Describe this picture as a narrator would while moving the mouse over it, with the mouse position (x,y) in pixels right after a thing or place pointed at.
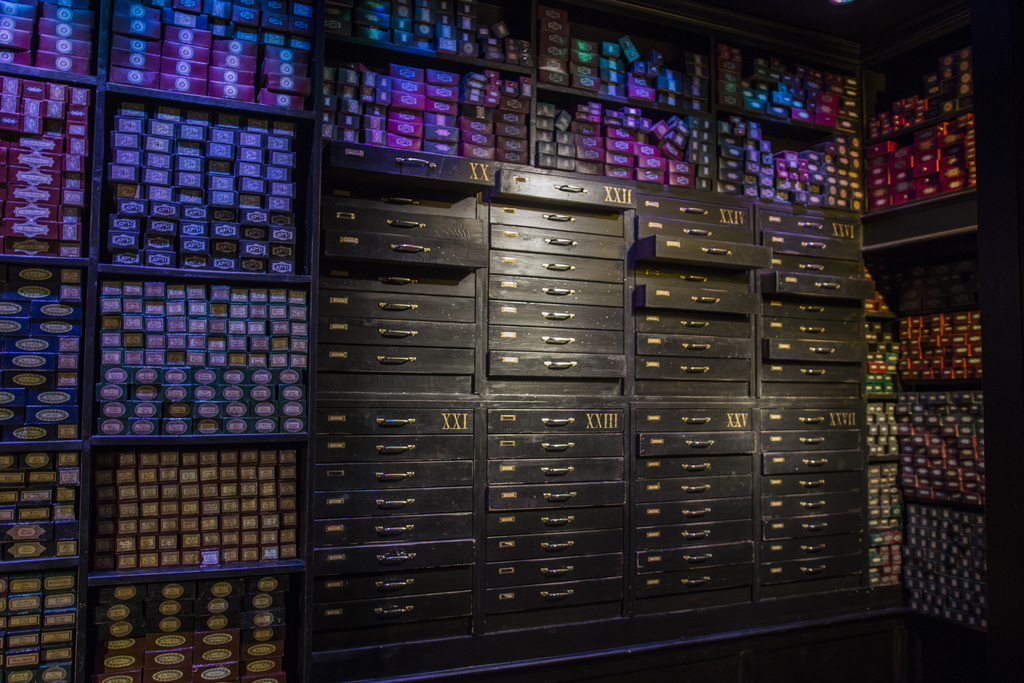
In this picture we can see drawers (710,212) and boxes (148,125) on racks (808,143).
